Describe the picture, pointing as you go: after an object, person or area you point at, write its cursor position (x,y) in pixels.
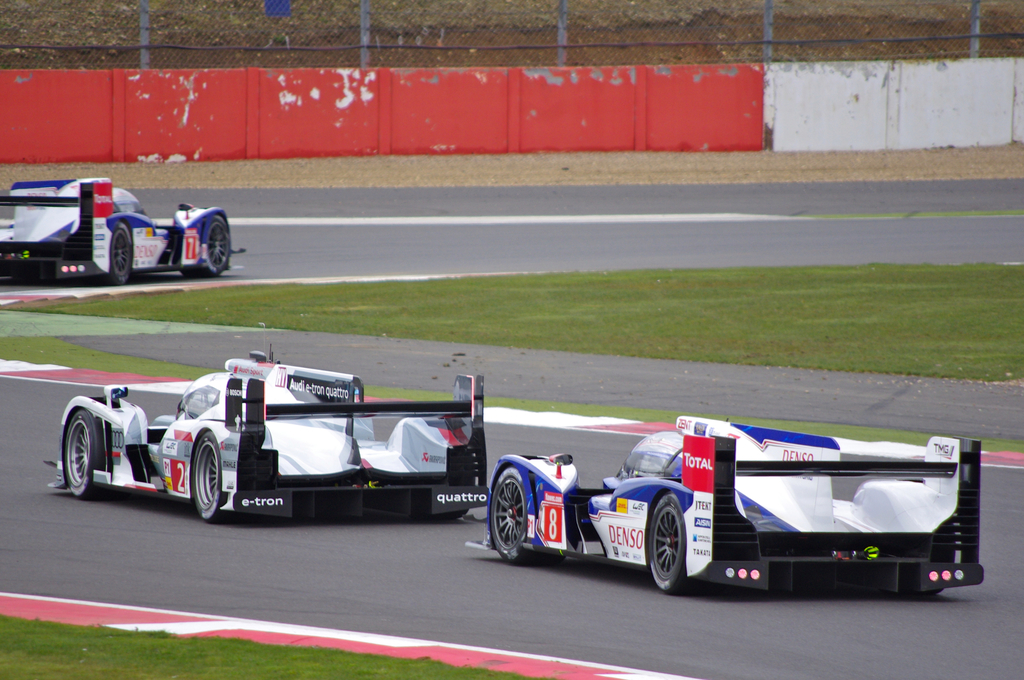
In this picture, there is a road (618,596). On the road (351,531), there are three vehicles (204,383) moving. In center of the road (562,254), there is grass (647,344). On the top (562,136), there is a wall (551,73) with fence (579,48).
